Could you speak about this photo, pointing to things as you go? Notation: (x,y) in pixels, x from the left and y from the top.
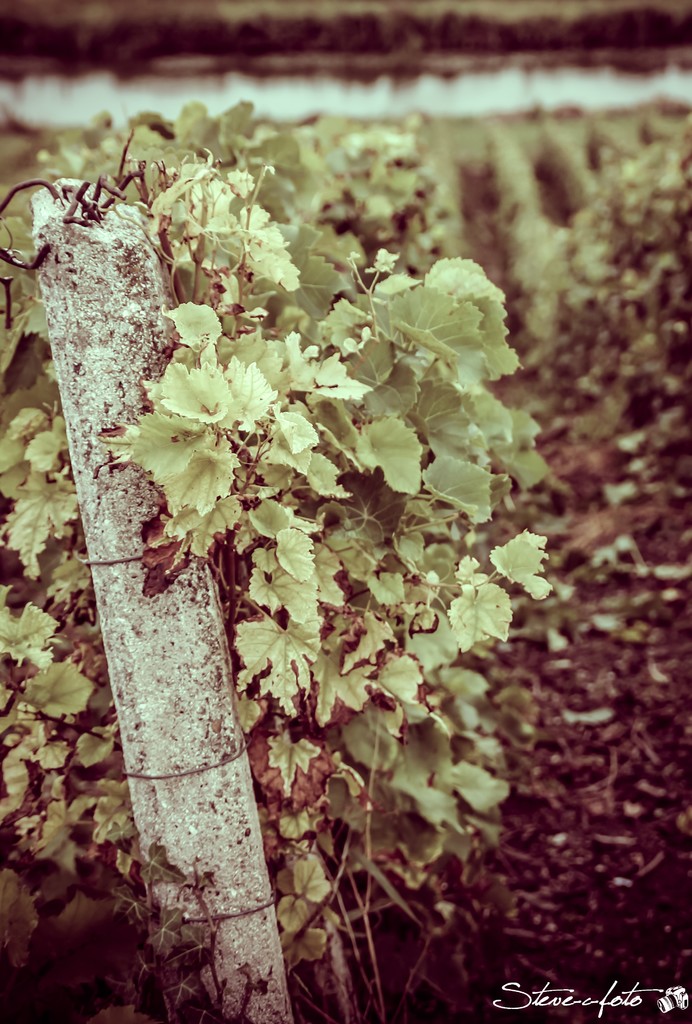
In this image, there are a few plants (456,486). We can see a pole (131,472) with some objects (90,204). We can also see some text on the bottom right corner (609,1006).
